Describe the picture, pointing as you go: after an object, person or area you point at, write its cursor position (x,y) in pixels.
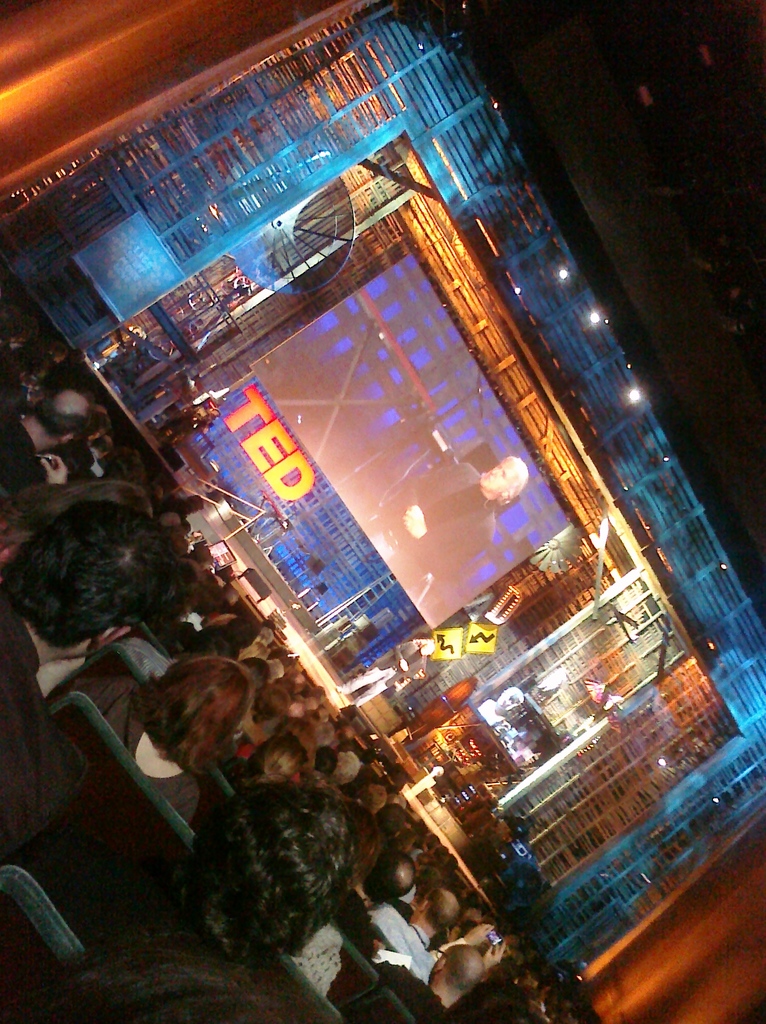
In this image, we can see people (261,991) sitting on the chairs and in the background (237,308), there is a stage (230,377) and we can see screens (375,428), some boards (254,450) and there is a person (393,667) standing and we can see lights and some other objects (346,607).
